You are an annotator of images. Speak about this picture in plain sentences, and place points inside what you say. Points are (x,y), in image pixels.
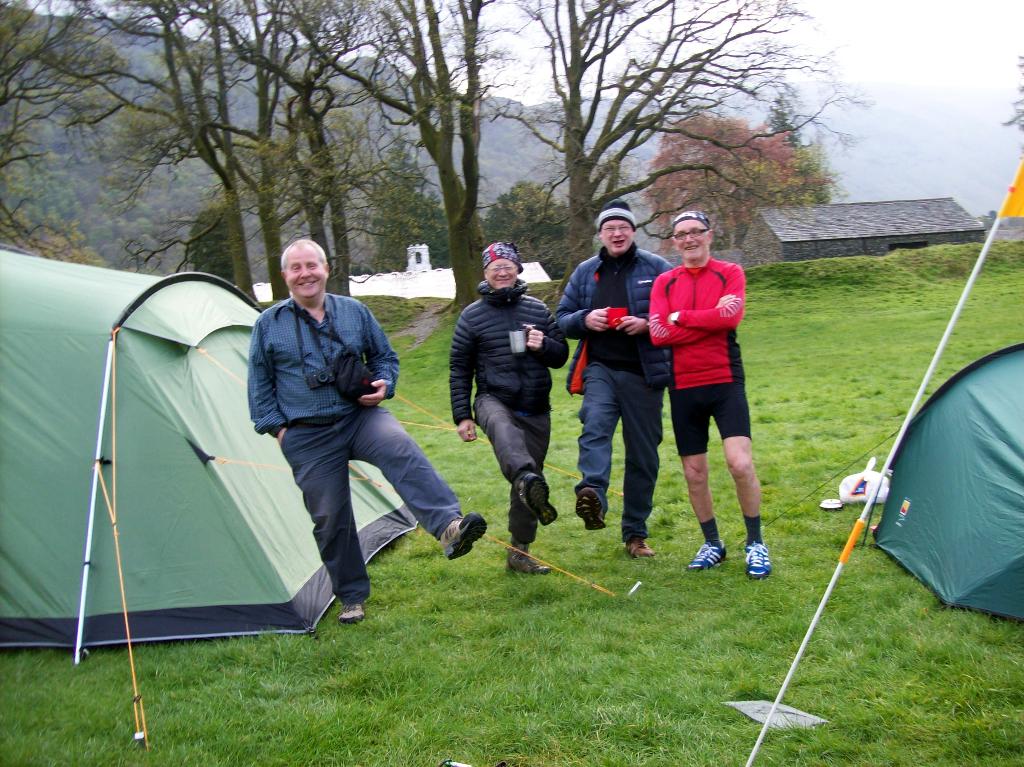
This image consists of a four persons (594,483) wearing jackets (661,340). At the bottom (452,699), there is green grass (406,632). On the left (150,512) and right, we can see the tents (77,459). In the background (643,197), there are trees (73,80) along with the mountains (1015,166). At the top (923,66), there is sky (938,66).
